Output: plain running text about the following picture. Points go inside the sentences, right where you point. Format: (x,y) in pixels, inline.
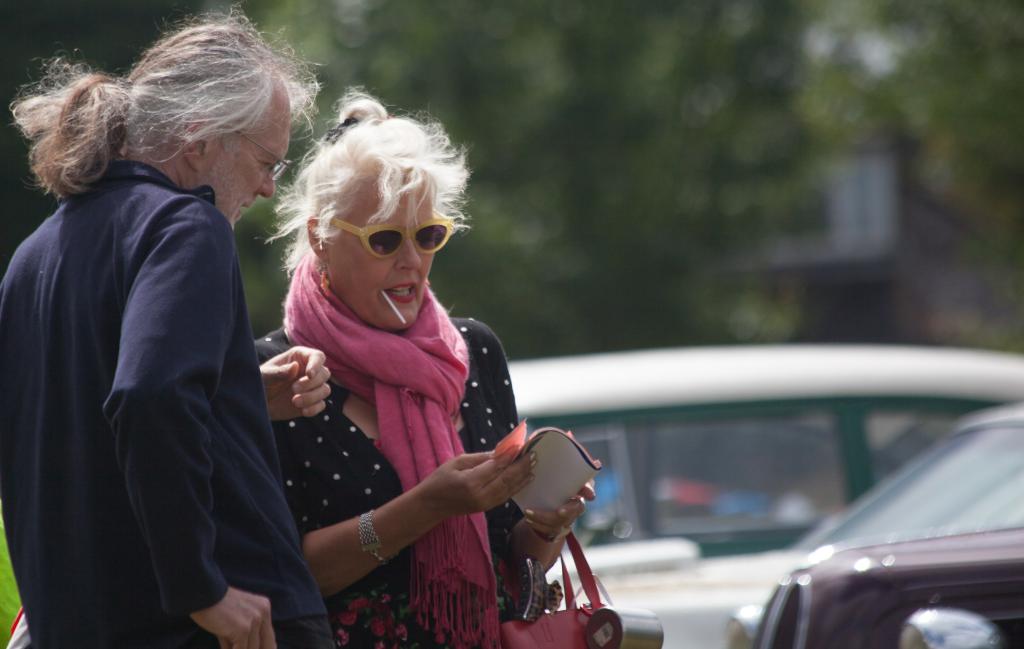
In the picture we can see a man (153,338) and woman (466,488) are standing and the woman (456,172) is holding a cigarette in her mouth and the man (220,480) is wearing a blue dress (64,494) and beside them, we can see some cars (935,508) are parked and in the background (590,217) we can see some trees (528,215).
